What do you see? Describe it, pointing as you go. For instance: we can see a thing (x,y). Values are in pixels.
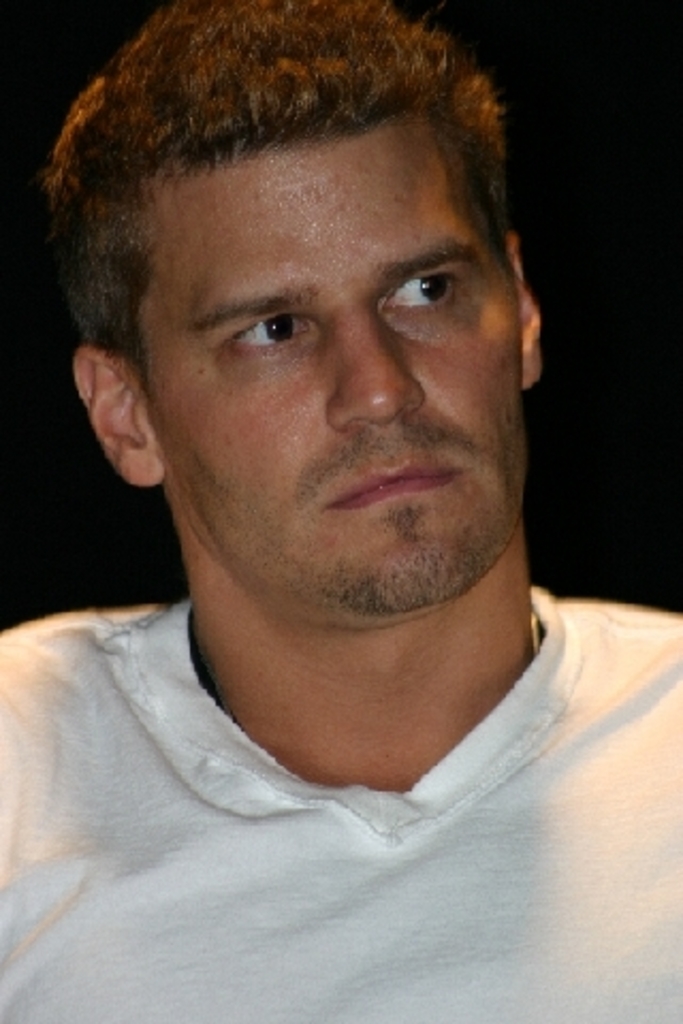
In this image we can see a man (434,427). There is a dark background (644,94).
